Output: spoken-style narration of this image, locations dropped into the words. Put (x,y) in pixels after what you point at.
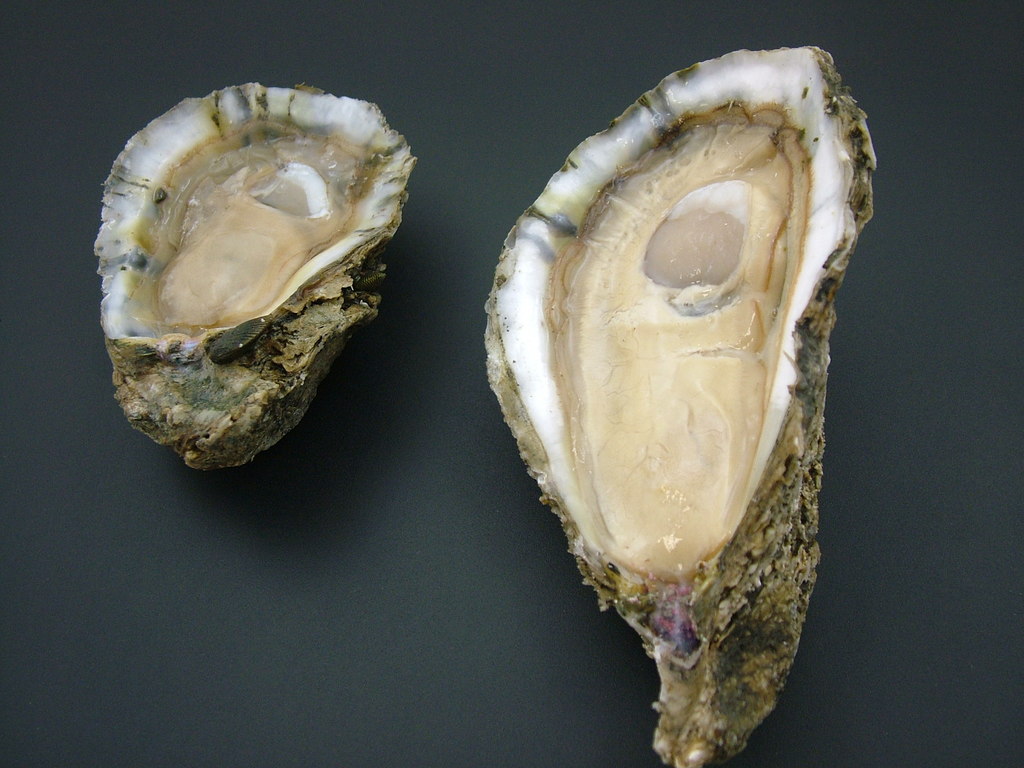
In the picture there are oysters (564,434) present.
